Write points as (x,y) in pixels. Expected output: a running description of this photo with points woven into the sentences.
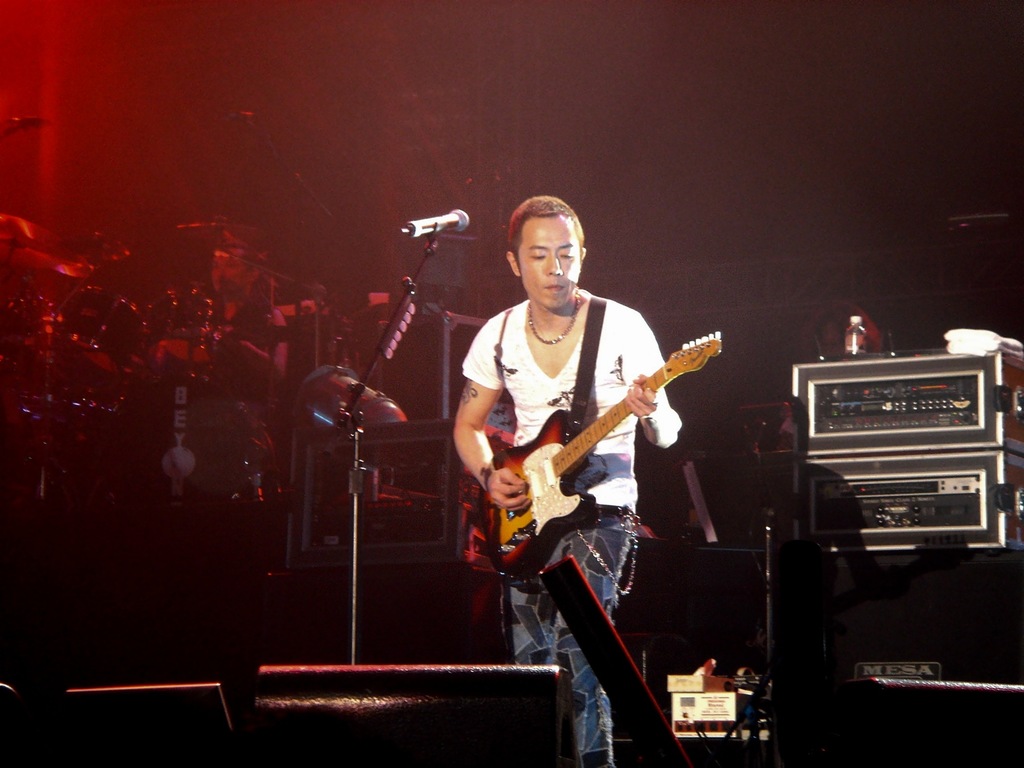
In this image i can see a man (518,379) is playing a guitar (561,444) in front of a microphone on the stage (755,765).
